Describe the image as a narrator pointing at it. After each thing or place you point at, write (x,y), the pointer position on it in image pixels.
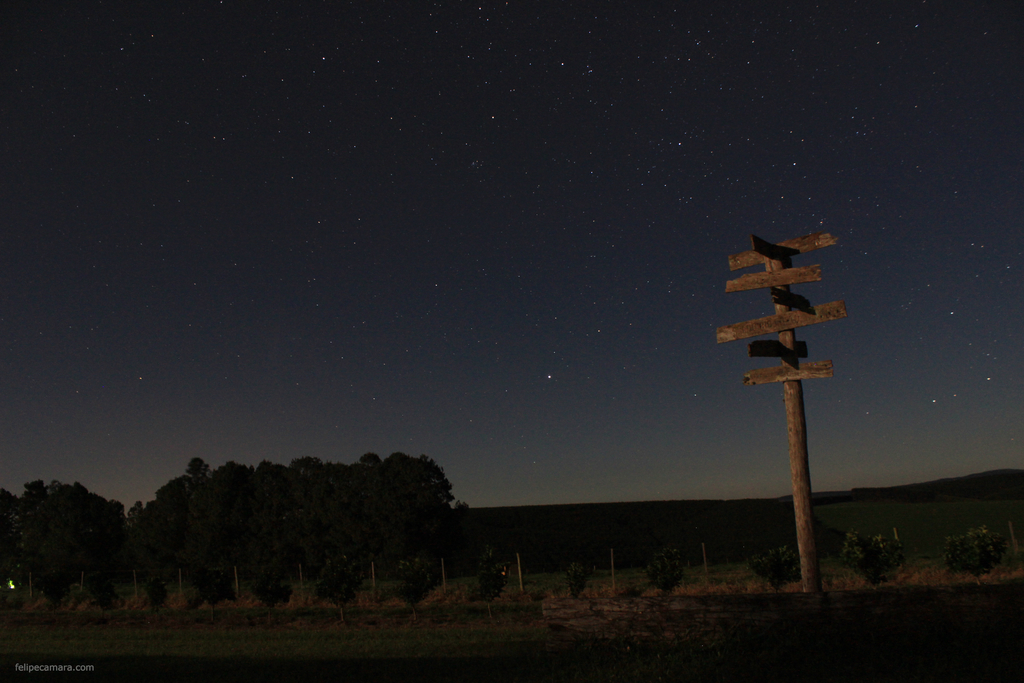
In this image we can see some plants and trees (117,545). There is a pole (799,455) with sign boards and we can see the sky (847,206) with stars (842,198).
